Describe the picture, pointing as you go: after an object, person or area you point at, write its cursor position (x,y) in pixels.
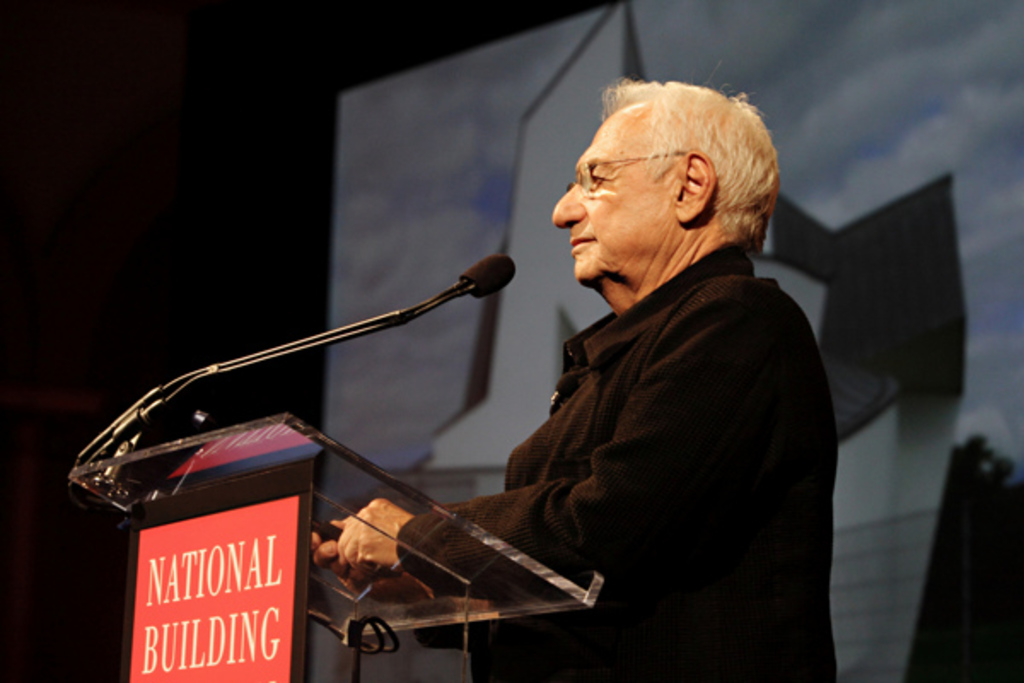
In the center of this picture (626,370) we can see a person (649,331) wearing black color dress (653,429) and standing and holding some object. On the left (265,471) we can see a microphone (488,289) is attached to the podium (427,558) and we can see the text (245,585) on the podium (303,557). In the background (790,41) we can see some other objects (935,361).
